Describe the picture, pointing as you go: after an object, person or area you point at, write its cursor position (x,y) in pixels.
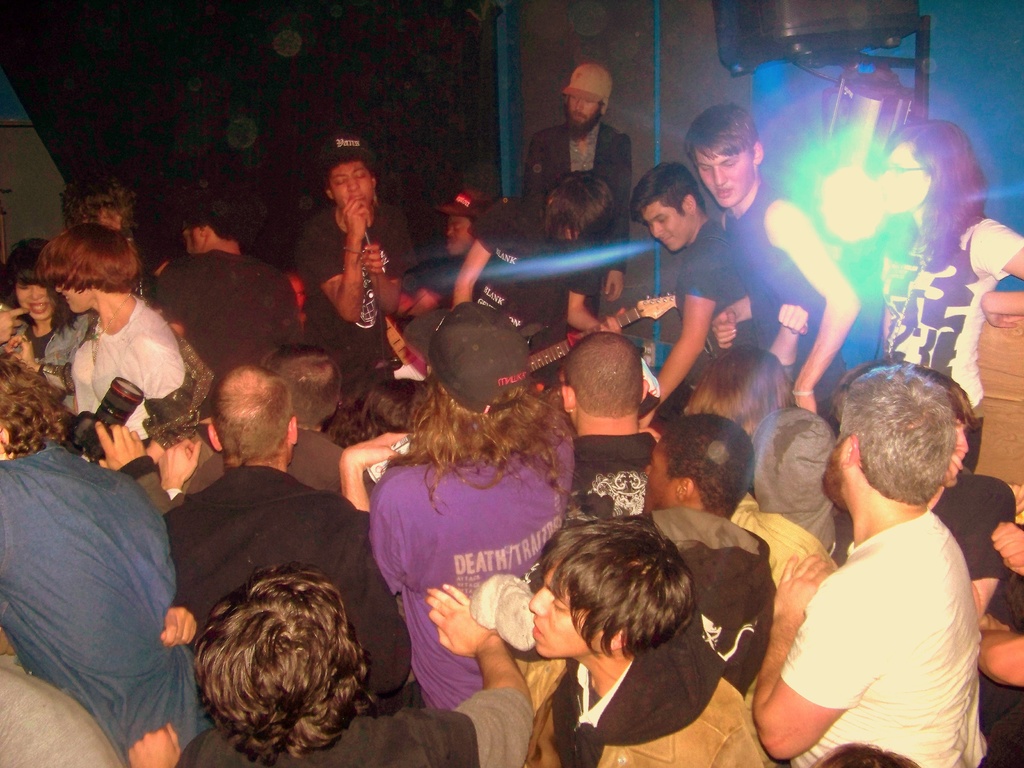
This picture is clicked inside the hall (107,4). In the foreground (37,618) we can see the group of people (805,417) seems to be standing. On the right (873,62) we can see a focusing light (872,219) and some other objects (837,52). In the background (459,98) we can see the wall (691,103), a person (363,208) standing and holding a microphone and seems to be singing. On the left (109,437) we can see another person (67,466) holding a camera (125,418).
